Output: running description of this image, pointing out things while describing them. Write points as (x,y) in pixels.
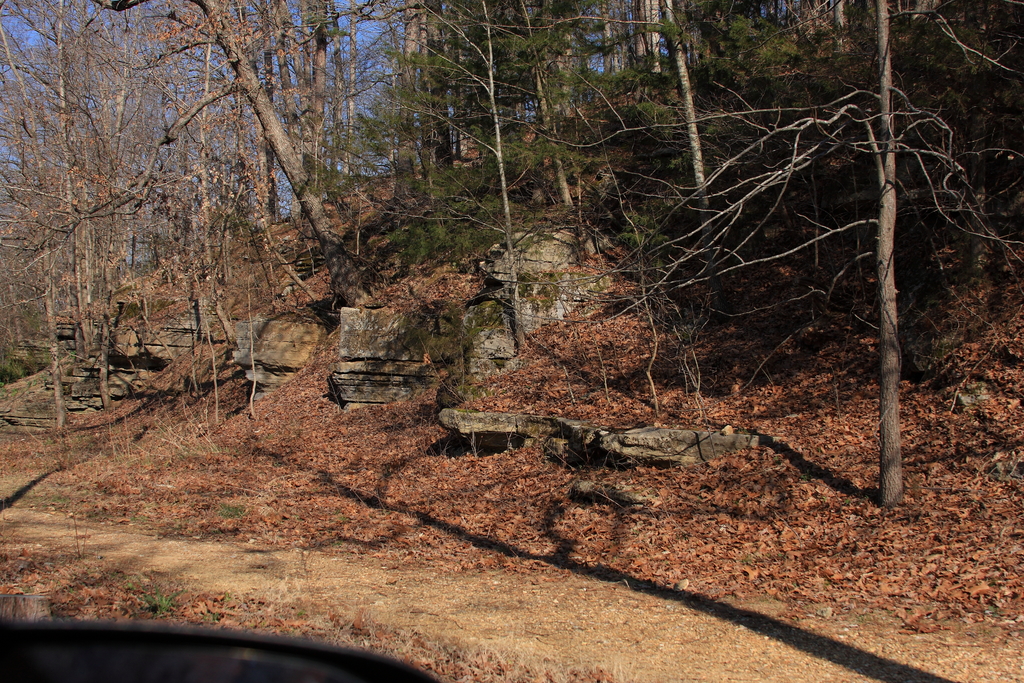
In this image we can see trees (87,150) and there are rocks (369,335). At the bottom (280,512) we can see shredded leaves (531,545). In the background (360,48) there is sky (347,53).
